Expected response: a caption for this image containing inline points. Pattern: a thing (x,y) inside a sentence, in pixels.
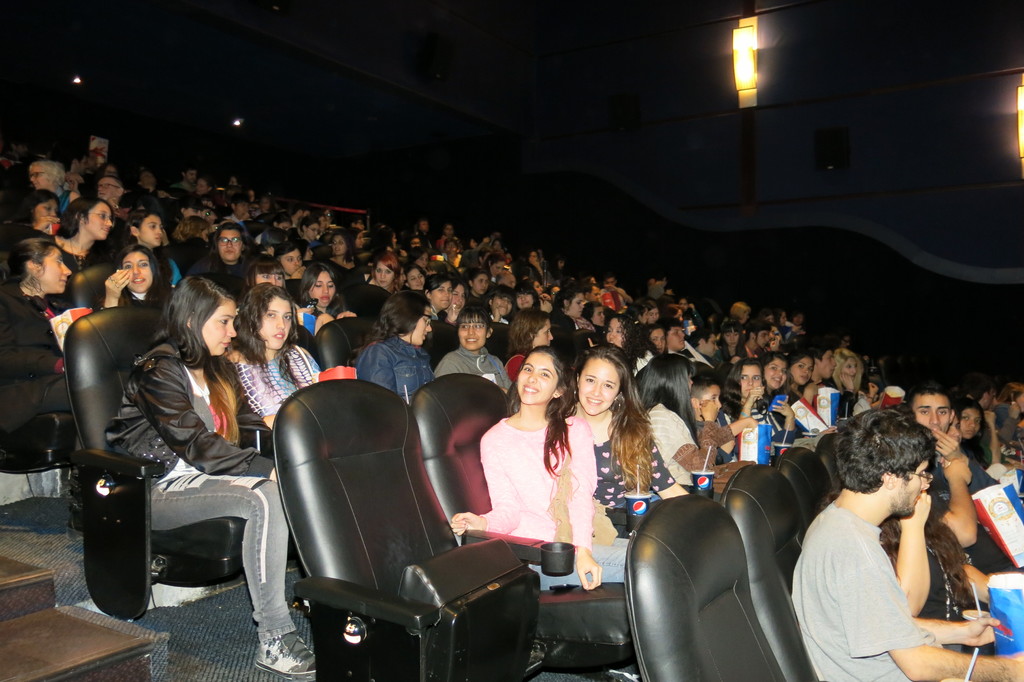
There are group of people (251,268) sitting on the black chairs (368,511), few people (902,527) are eating and drinking. These are the stairs (150,648). This is the light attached to the wall (777,81). I think this image is taken in the movie theater (818,86).
